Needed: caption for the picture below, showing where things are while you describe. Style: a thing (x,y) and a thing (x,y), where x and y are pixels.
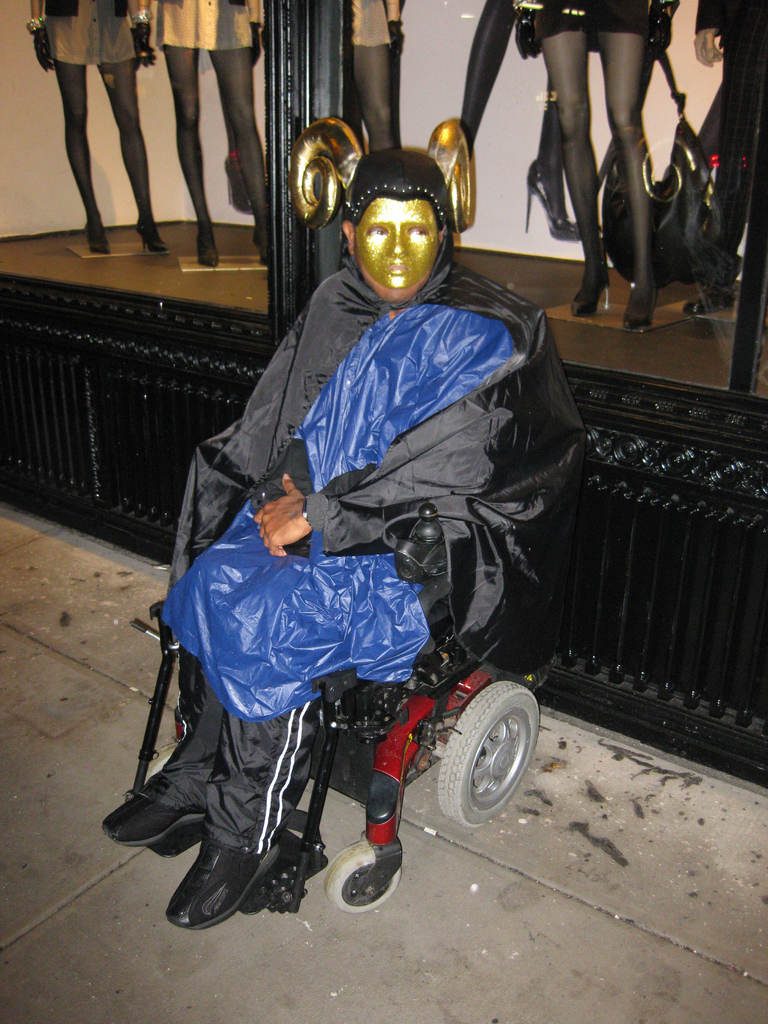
In this image I can see a person (345,618) wearing blue and black colored dress (436,430) and gold colored mask (392,239) is sitting on a chair (398,729). In the background (624,163) I can see few mannequins (374,115).
